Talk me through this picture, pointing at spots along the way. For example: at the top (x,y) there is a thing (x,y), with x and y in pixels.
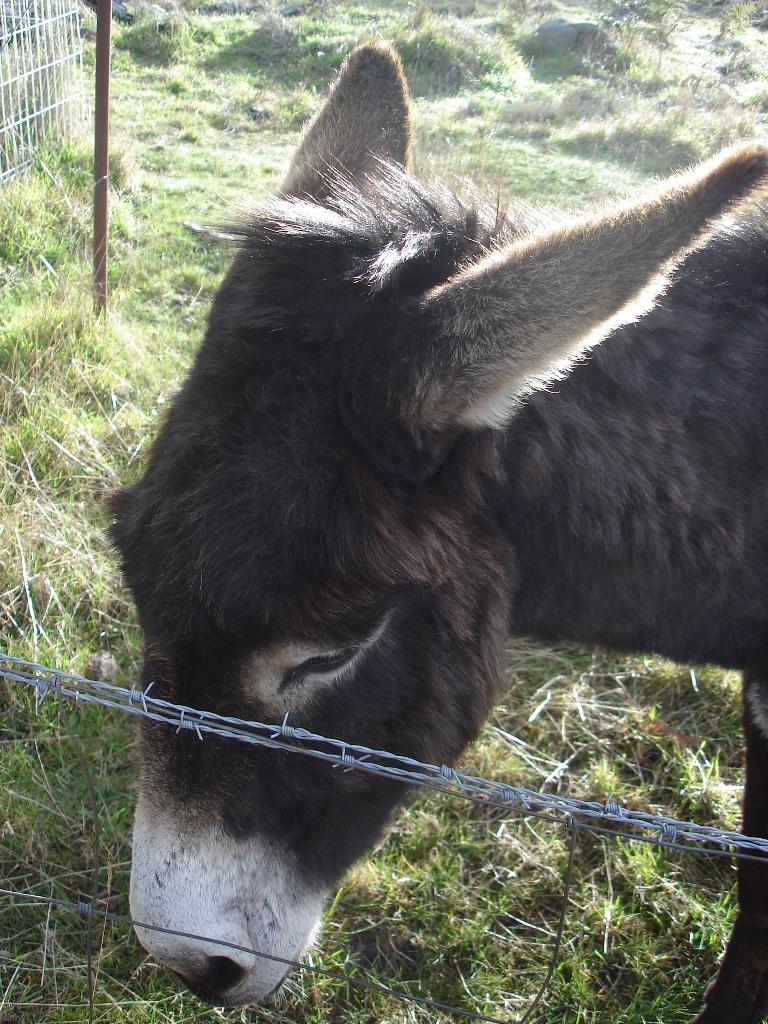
In this image, we can see an animal (246,653). Here we can see fencing wires (752,843). Background (15,780) we can see grass (589,951). On the left side (102,156) top of the image (100,166), we can see pole (103,235) and grills (48,66).
